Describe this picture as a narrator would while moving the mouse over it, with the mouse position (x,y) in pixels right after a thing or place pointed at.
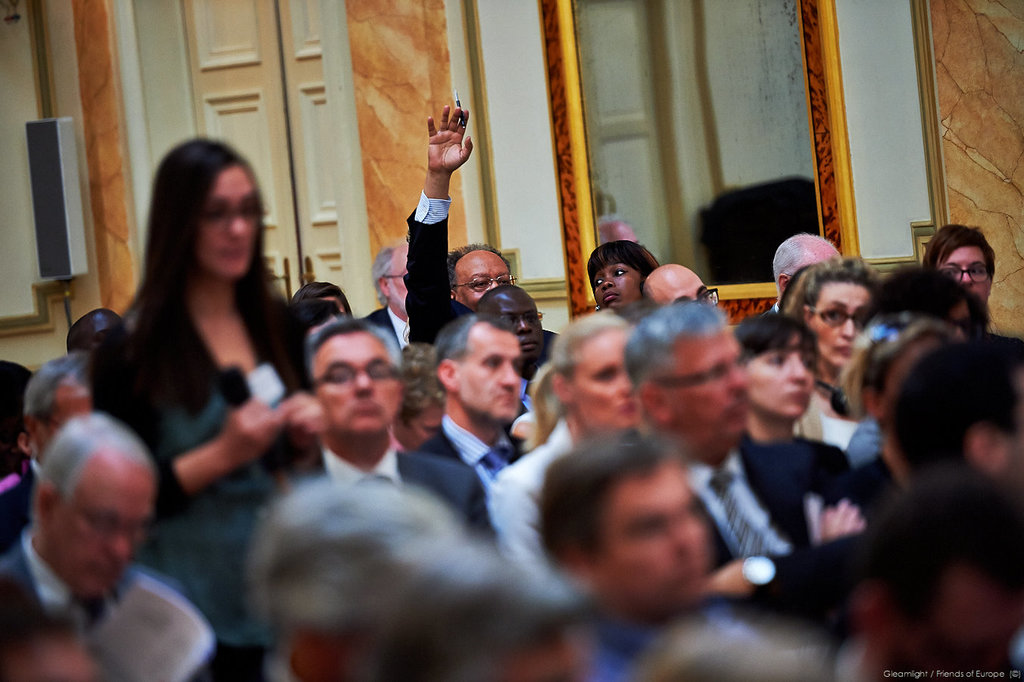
In this image we can see people (620,459) sitting. We can also see a man (486,258) raising his hand (447,163). There is a woman (276,294) standing and holding the mike (241,389). In the background (259,97) there is door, a mirror (800,56) attached to the wall (936,51) and also a sound box (37,199).
